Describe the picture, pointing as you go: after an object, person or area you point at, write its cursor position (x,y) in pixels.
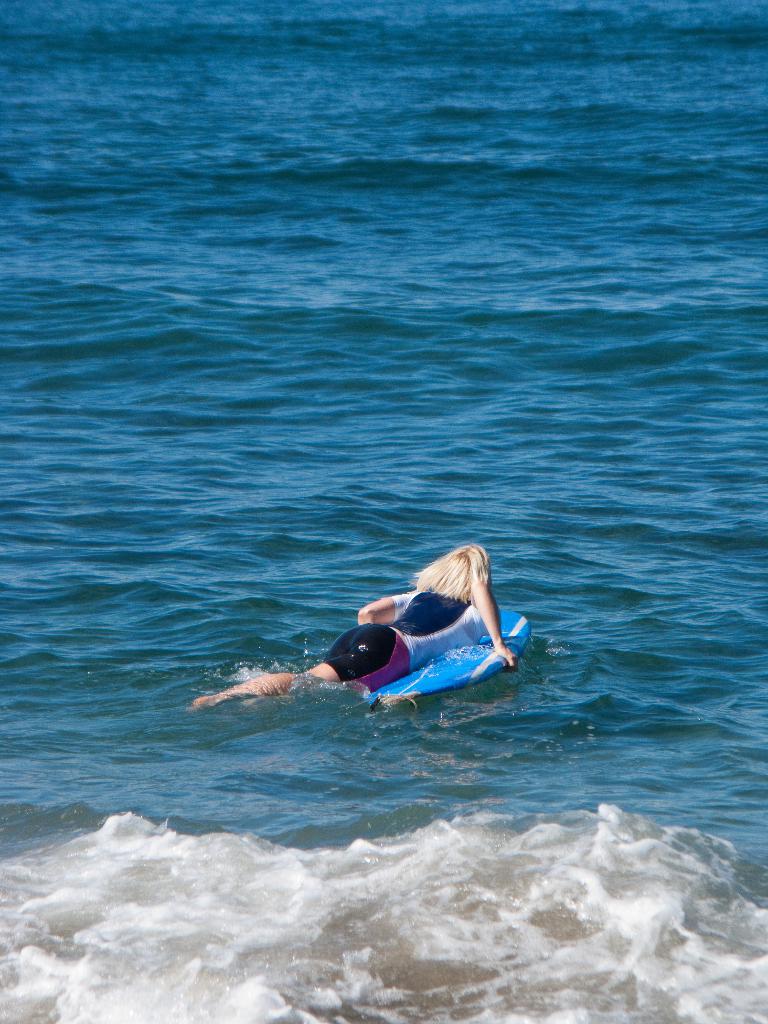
In this picture we can see a surfboard (451,671) on the water (662,428) with a person (360,632) on it.
